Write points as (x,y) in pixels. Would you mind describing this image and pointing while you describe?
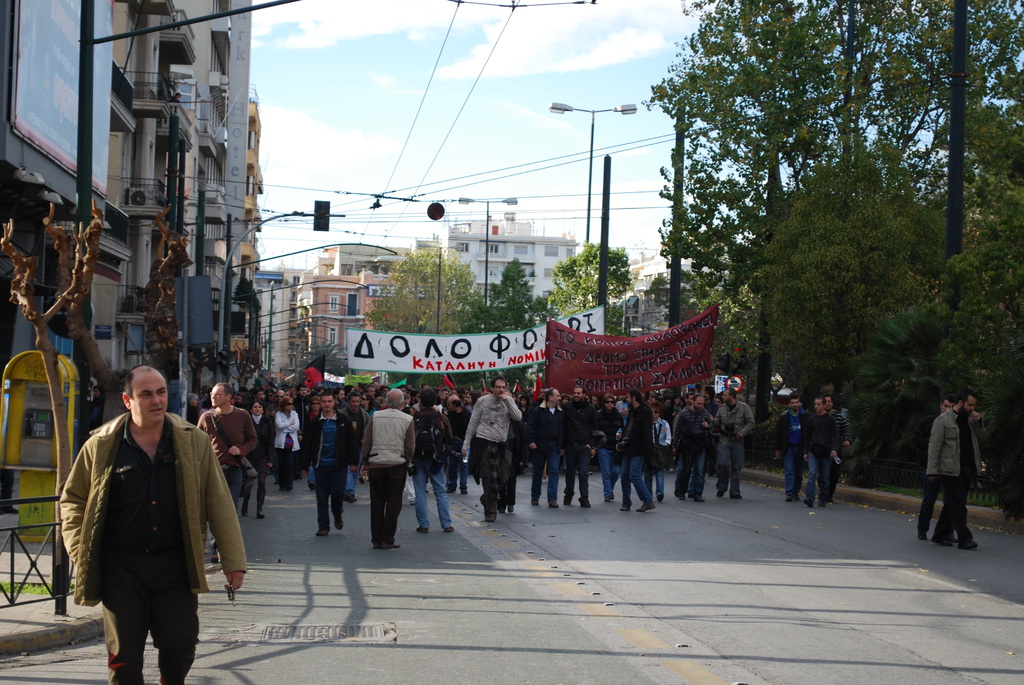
In the foreground (89,556) we can see road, railing (35,562) and some people (114,495). In the middle of the picture (519,237) there are buildings (473,256), trees (1011,201), cables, street light (619,111), street poles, people (506,398), banners (495,359) and various objects (42,402). At the top (467,68) there is sky (354,83). On the left (87,291) we can see some objects (80,203) like hoarding (39,103), trunk of tree (74,309).
